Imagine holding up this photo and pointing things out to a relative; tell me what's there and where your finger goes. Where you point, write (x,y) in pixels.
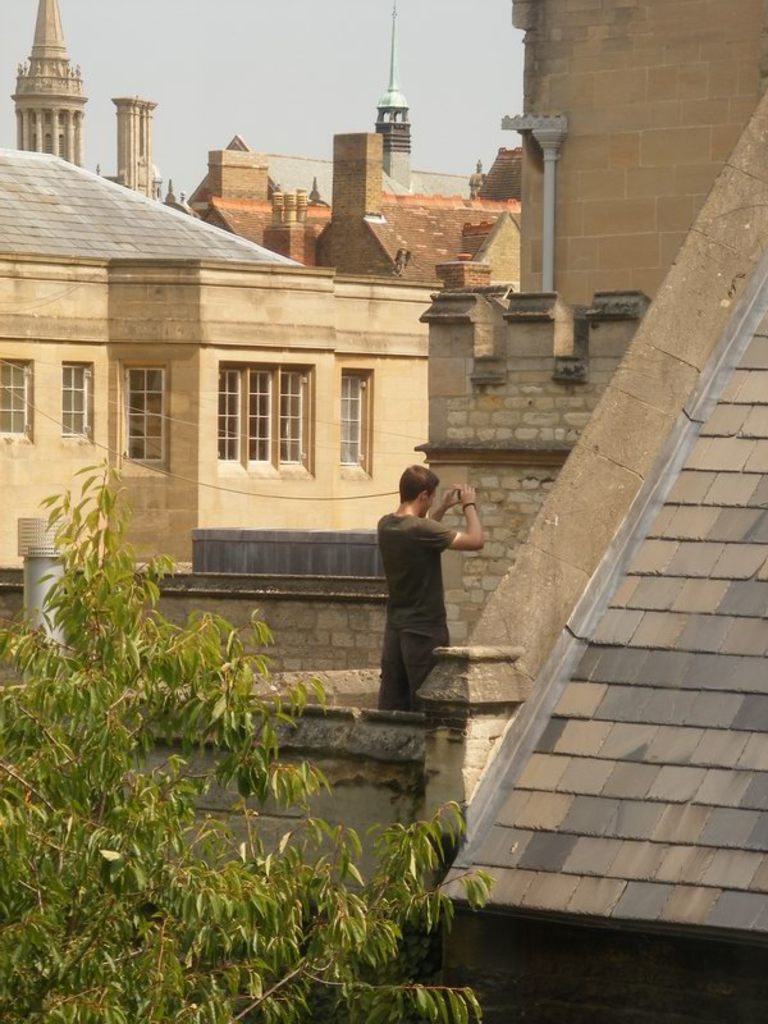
In this picture, we can see a person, buildings (203,477) with glass windows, tree (225,732) and the sky (277,70).
